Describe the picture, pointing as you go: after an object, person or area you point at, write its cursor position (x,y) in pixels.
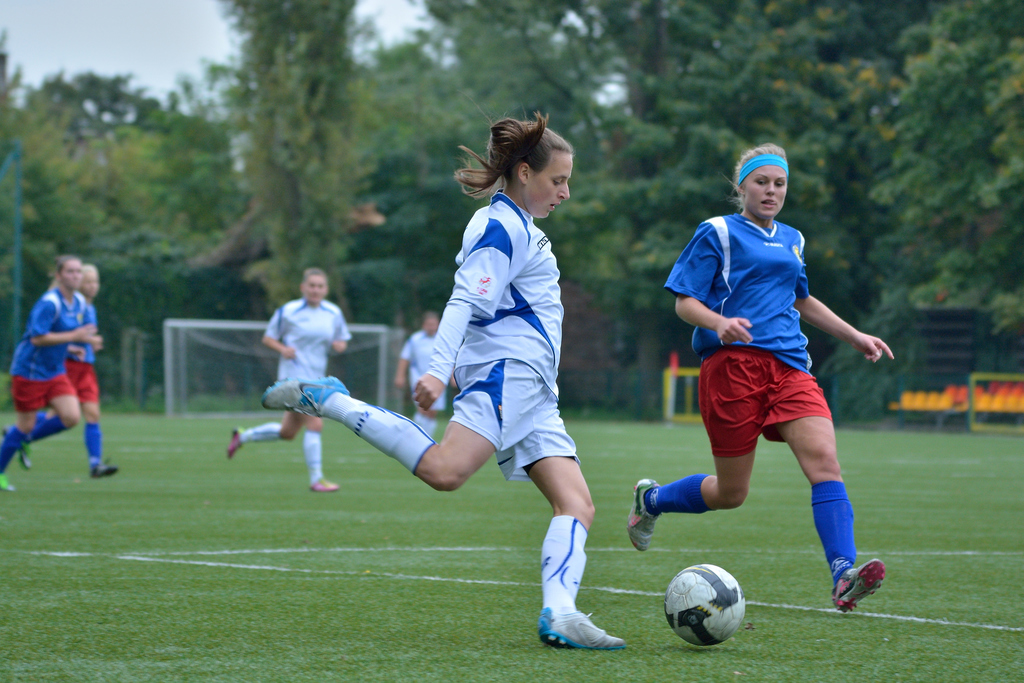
In the picture we can see a playground (638,560) with a grass surface (810,558) on it, we can see some people (842,547) are playing football and they are wearing a sportswear (830,559) and in the background (177,165), we can see a net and trees (586,222), plants (469,203) behind it, and we can also see a sky (133,64).
